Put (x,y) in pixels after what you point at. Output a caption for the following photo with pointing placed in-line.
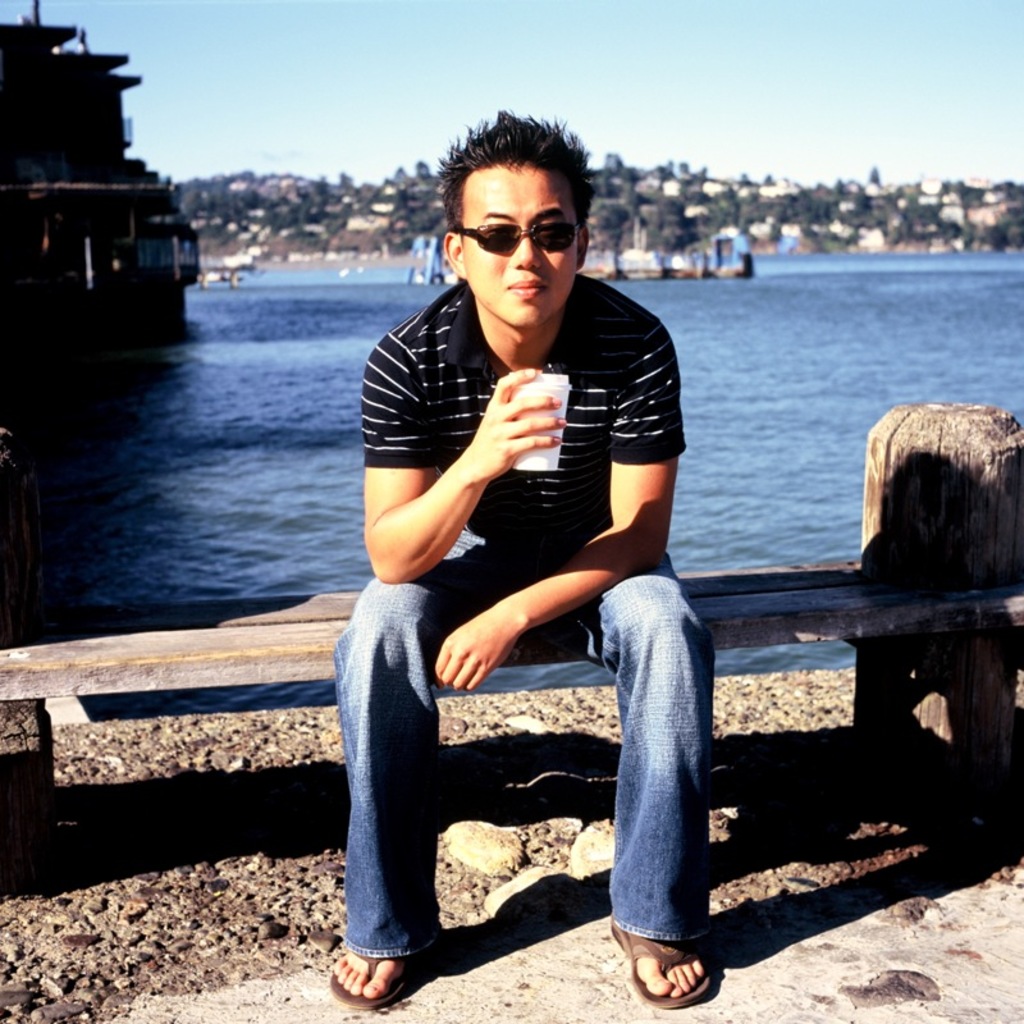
This image consists of a man (537,596) wearing a black T-shirt (588,402) and holding a glass (551,454). He is sitting on a bench (265,636). It looks like it is made up of wood (12,684). In the background (258,520), there is water (266,356). At the top (613,108), there is sky (961,150).
